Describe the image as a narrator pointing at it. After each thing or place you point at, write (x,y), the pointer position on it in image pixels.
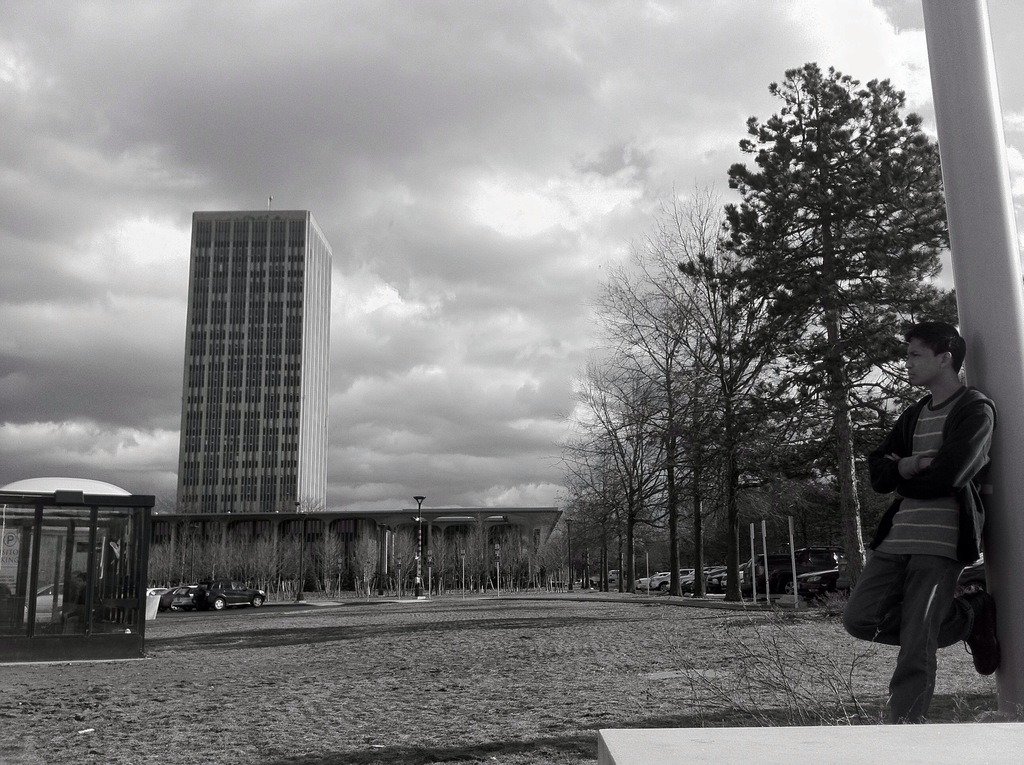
In the foreground (886,539) I can see a person (878,623), pole (1002,603) and a shed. In the background (233,581) I can see buildings (385,520), trees (633,558), vehicles (220,598) on the road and the sky (355,434). This image is taken may be in the ground (529,752).
